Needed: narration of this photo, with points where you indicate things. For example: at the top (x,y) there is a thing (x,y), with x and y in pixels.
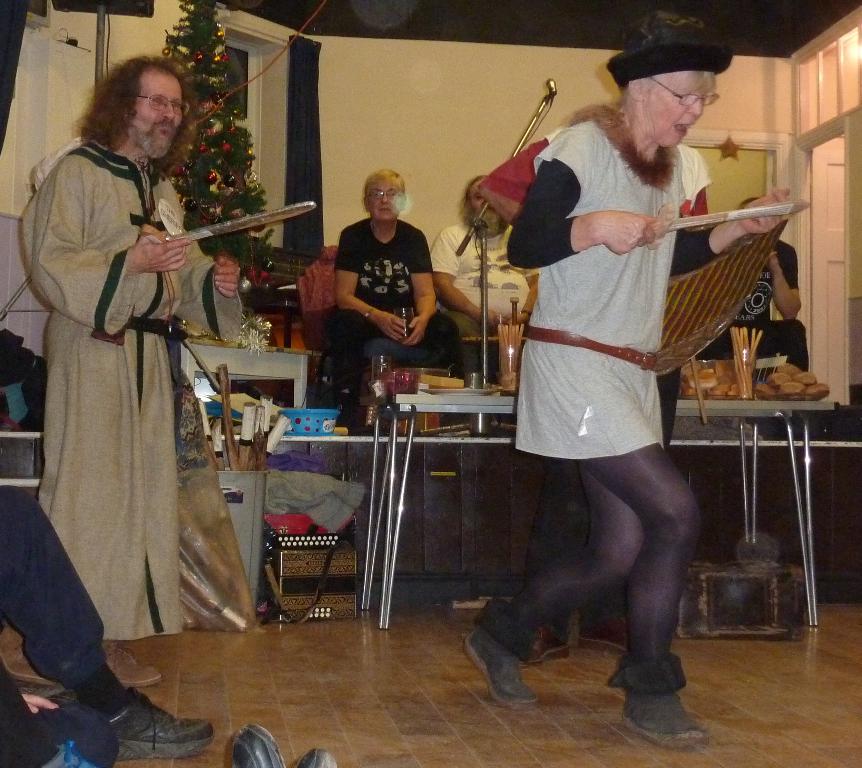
On the background (433,69) we can see a wall (415,106), a christmas tree (210,52) and it is decorated very beautifully. we can see persons (393,286) sitting on chairs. Here we can see one woman (671,30) dancing and singing. We can see a man (119,351) here on the floor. Here on the table (800,405) we can see cookies (755,380) and some eatables products (752,370). This is a door (817,195).
